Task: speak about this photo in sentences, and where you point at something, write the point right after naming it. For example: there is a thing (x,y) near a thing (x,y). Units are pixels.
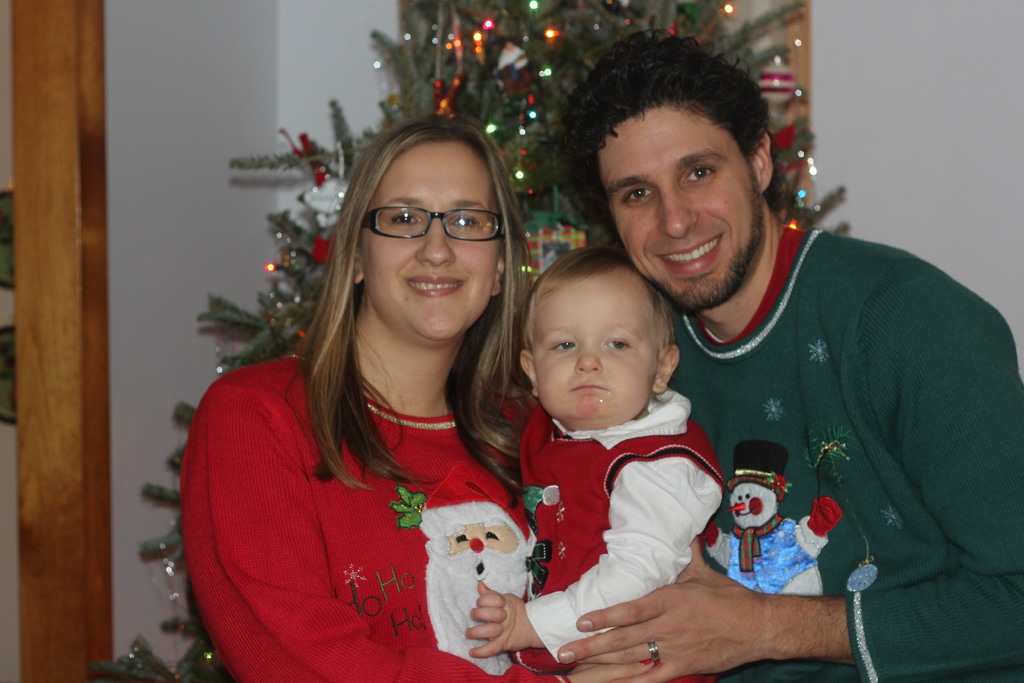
In the image in the center (476,397) we can see two persons (508,454) were standing and they were smiling, which we can see on their faces (731,280). And we can see they were holding one baby (600,393). In the background (497,123) there is a wall (993,185), wood (31,255), Christmas tree (559,184) and few other objects (7,264).
